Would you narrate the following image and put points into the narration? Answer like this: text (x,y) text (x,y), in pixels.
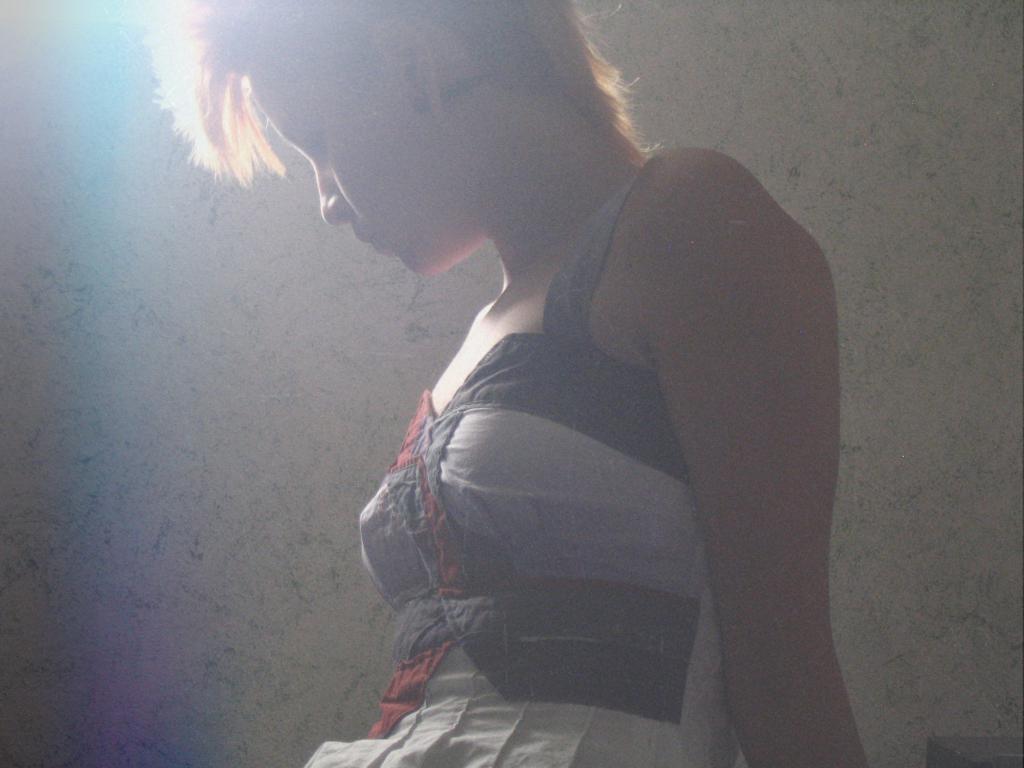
In this image there is a lady (605,552). In the background (146,297) there is a wall (809,200).
